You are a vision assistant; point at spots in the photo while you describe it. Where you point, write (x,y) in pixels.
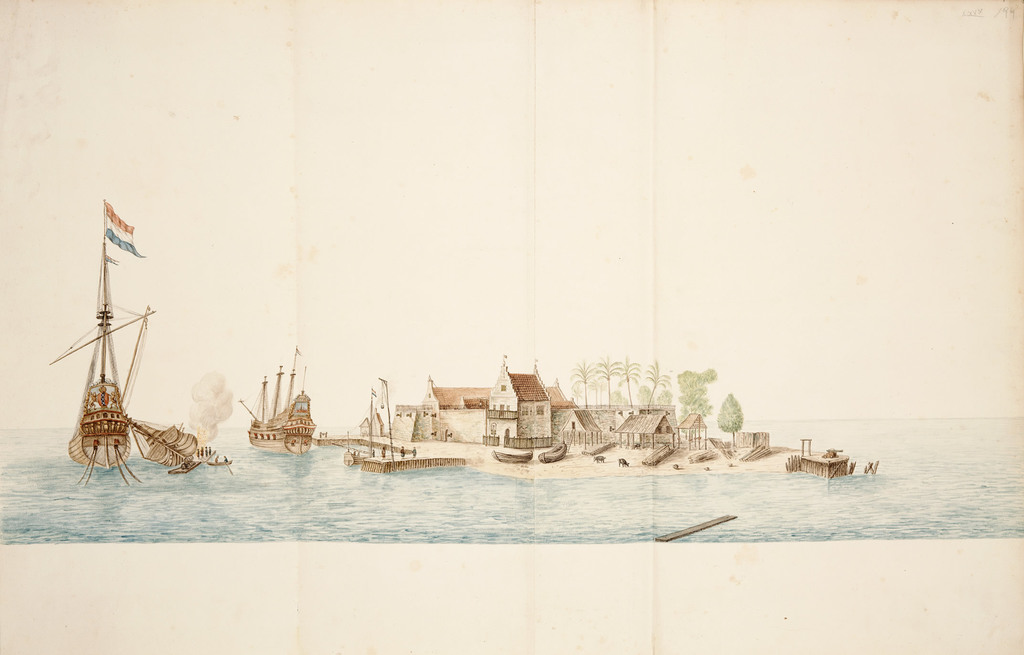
In this image we can see there is a poster (492,449) with ships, boats (550,458), houses (526,426), shed (650,419), poles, flag (111,238) and water (500,515).
